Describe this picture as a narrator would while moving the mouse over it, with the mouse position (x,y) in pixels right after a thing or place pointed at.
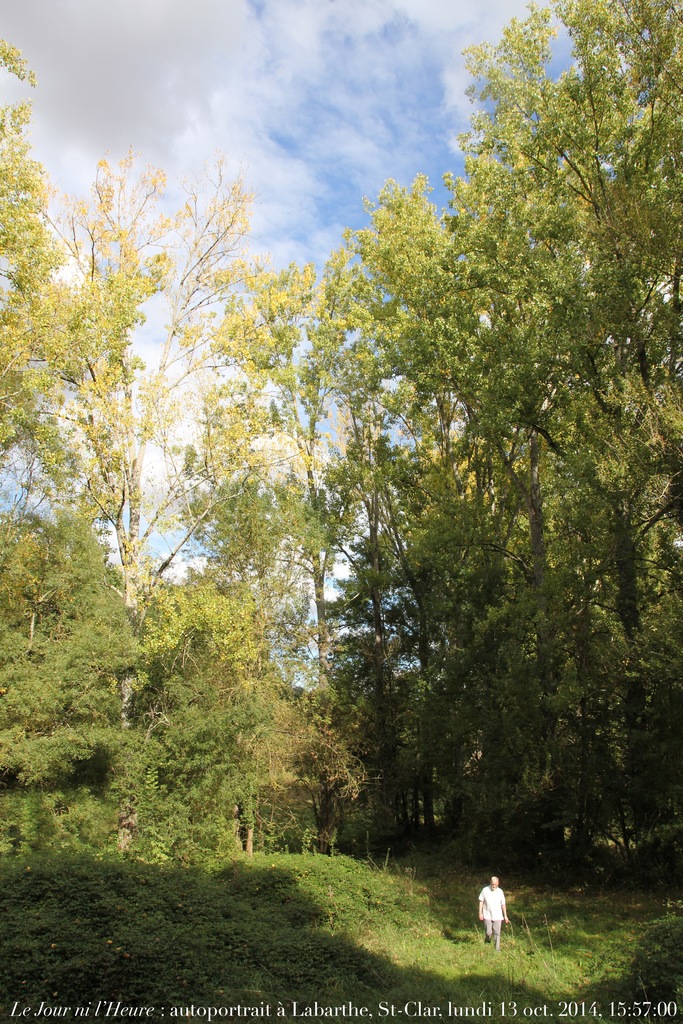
In this picture I can see a person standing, there are plants (543,906), trees (516,590), and in the background (223,133) there is the sky (205,156) and there is a watermark (420,1010) on the image.
